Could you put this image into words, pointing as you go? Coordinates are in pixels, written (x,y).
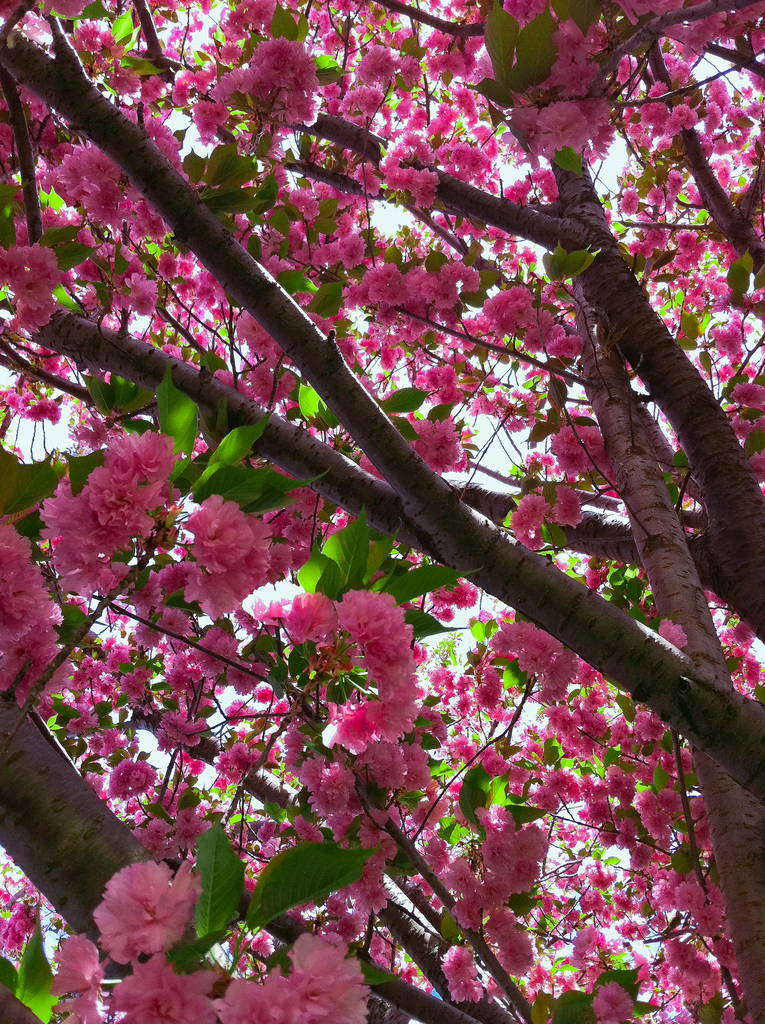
In this image we can see tree (426,544) with flowers (298,76) and leaves (295,487).
